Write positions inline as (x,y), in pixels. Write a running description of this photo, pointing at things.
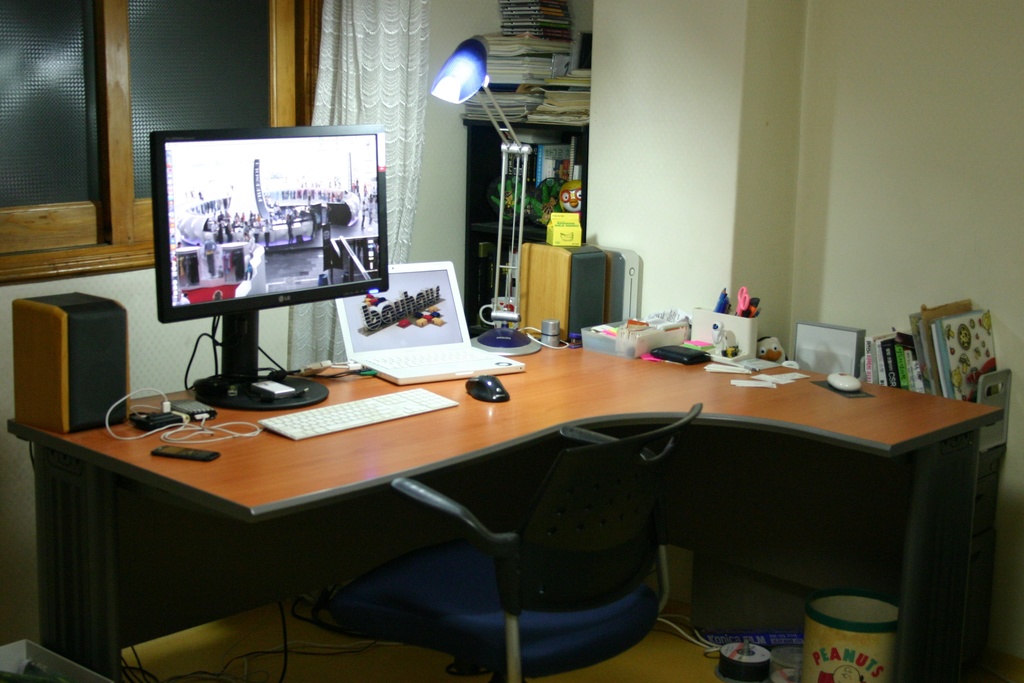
In this picture we can see a chair (532,547) and a table (635,408), there is a keyboard (378,418), a mouse (473,395), a laptop (489,358), wires (167,407), a speaker (74,341), a lamp (448,87), papers (740,367), pen stand (736,340) and other things (692,349) present on the table (543,354), on the right side (934,371) there are some books (929,366), on the left side (223,45) we can see a window (171,91), there are some books (554,98) and a curtain (357,81) in the middle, in the background (629,80) there is a wall (820,81).
